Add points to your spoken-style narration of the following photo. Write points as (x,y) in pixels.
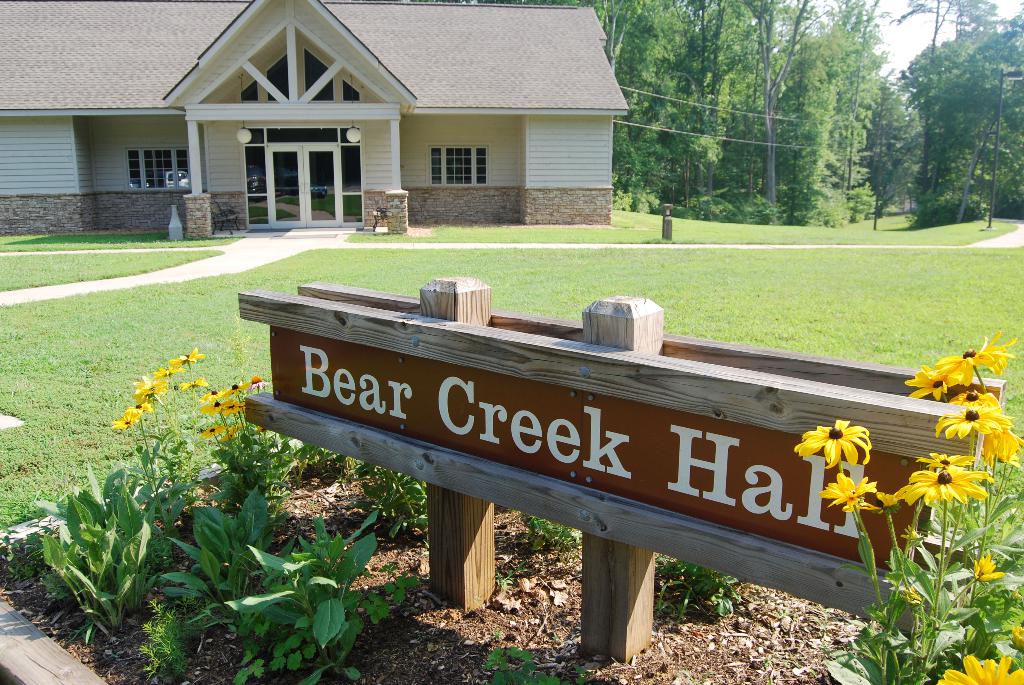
This picture is taken from the outside of the house (356,174). In this image, in the middle (446,378), we can see a wood pole (446,378), on the wooden pole (341,399), we can see some text (774,476) written on it. In the right corner (913,665), we can see some plants (945,571) with flowers (954,469) which are in yellow color. On the left side (195,353), we can also see some plants (357,593) with flowers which are in yellow color. In the background (221,204), we can see a house (338,163), glass door (330,190), window (470,156), trees (706,176), plants (734,176), wires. At the top (921,36), we can see a sky (896,41), at the bottom (38,472), we can see a grass (775,285). In the left corner (12,637), we can also see the wood (12,637).
